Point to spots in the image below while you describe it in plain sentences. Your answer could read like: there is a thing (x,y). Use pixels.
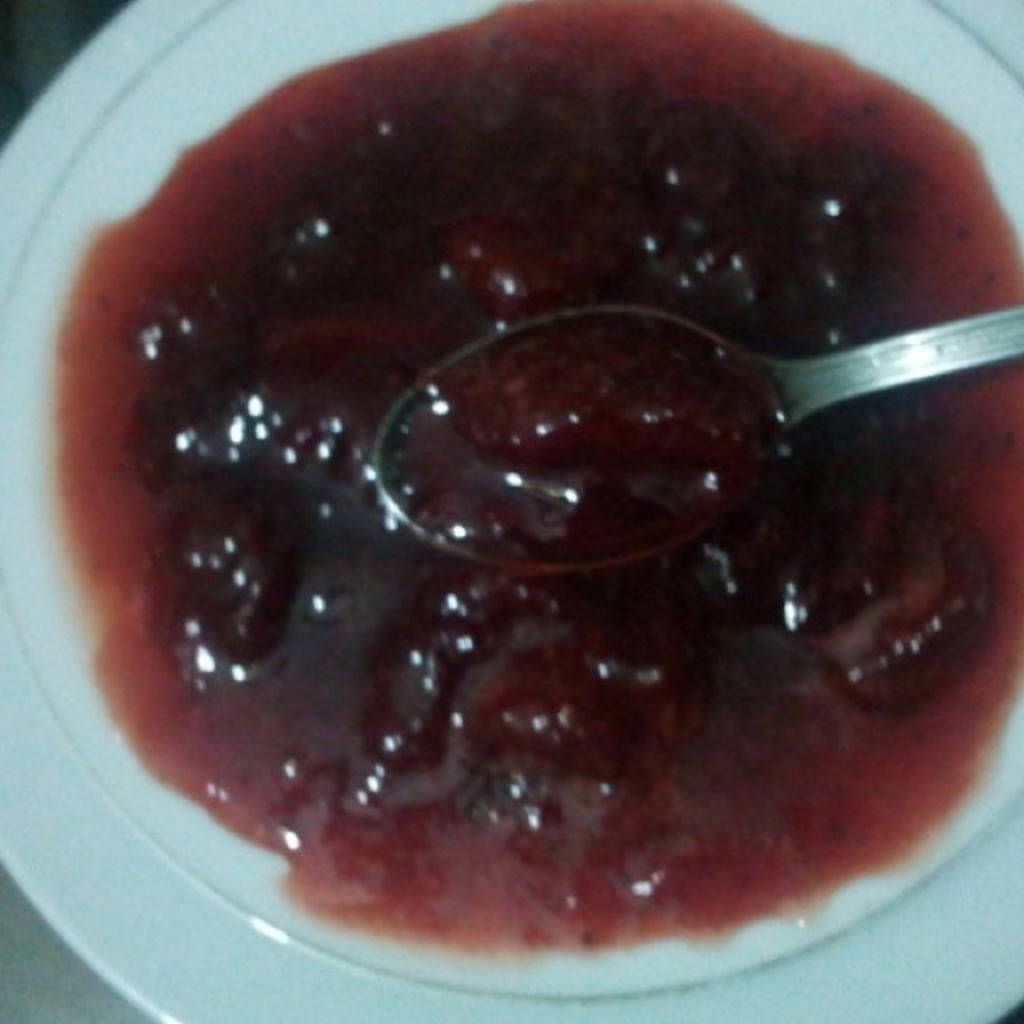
In this picture we can see a food (886,656) and a spoon (960,358) are placed on a white plate (348,53) and this plate (135,924) is placed on a platform (61,993).
